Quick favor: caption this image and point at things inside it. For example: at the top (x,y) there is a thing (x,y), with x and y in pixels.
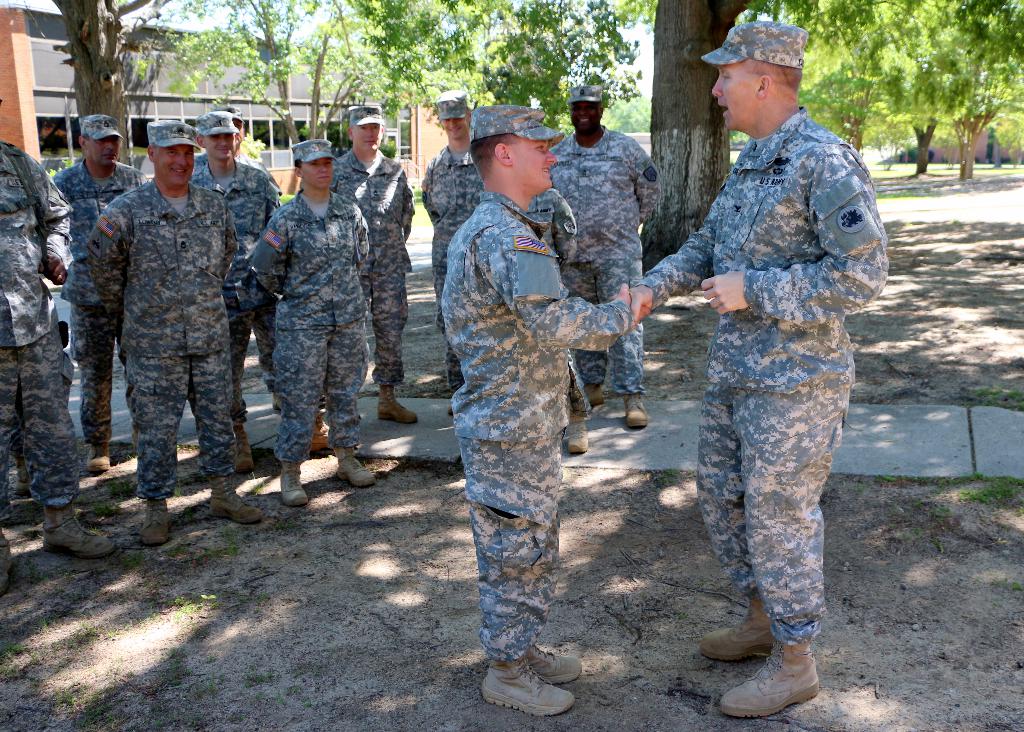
In this image there are two military officers (572,335) standing on the ground (590,561) are shaking hands (649,298) with each other. In the background (172,159) there are few other military officers (243,250) who are standing on the ground (121,453) and smiling. In the background (729,3) there are trees (713,3) and buildings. On the floor (255,559) there is sand (338,593) and cement tiles (409,431).
